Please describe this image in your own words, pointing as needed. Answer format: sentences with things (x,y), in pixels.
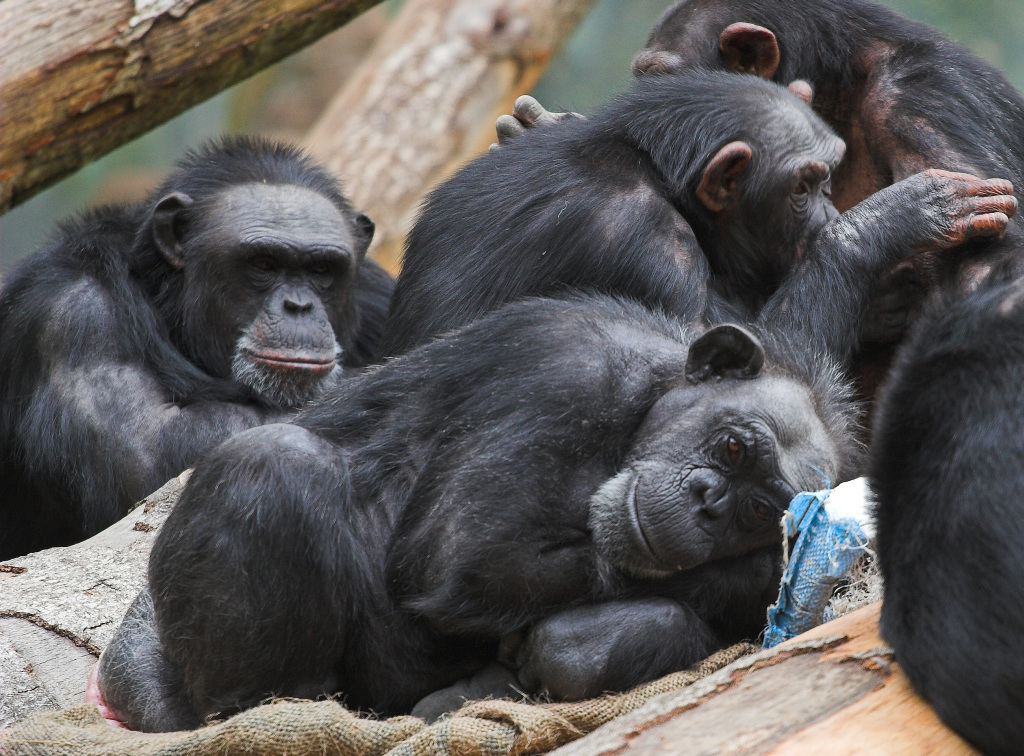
In the image we can see there are chimpanzees (463,318) sitting and lying on the logs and behind there are tree logs (190,105).
